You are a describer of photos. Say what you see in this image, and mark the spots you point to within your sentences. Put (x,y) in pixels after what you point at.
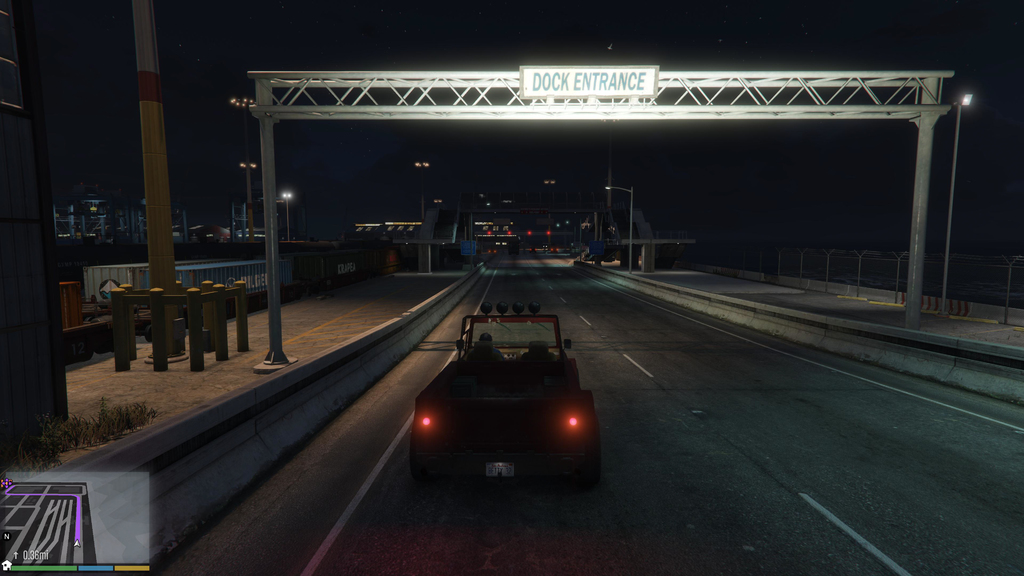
This looks like a computer game. There is a vehicle (486,478) in the middle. There are lights (491,245) in the middle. There is something like an arch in the middle (510,208).
